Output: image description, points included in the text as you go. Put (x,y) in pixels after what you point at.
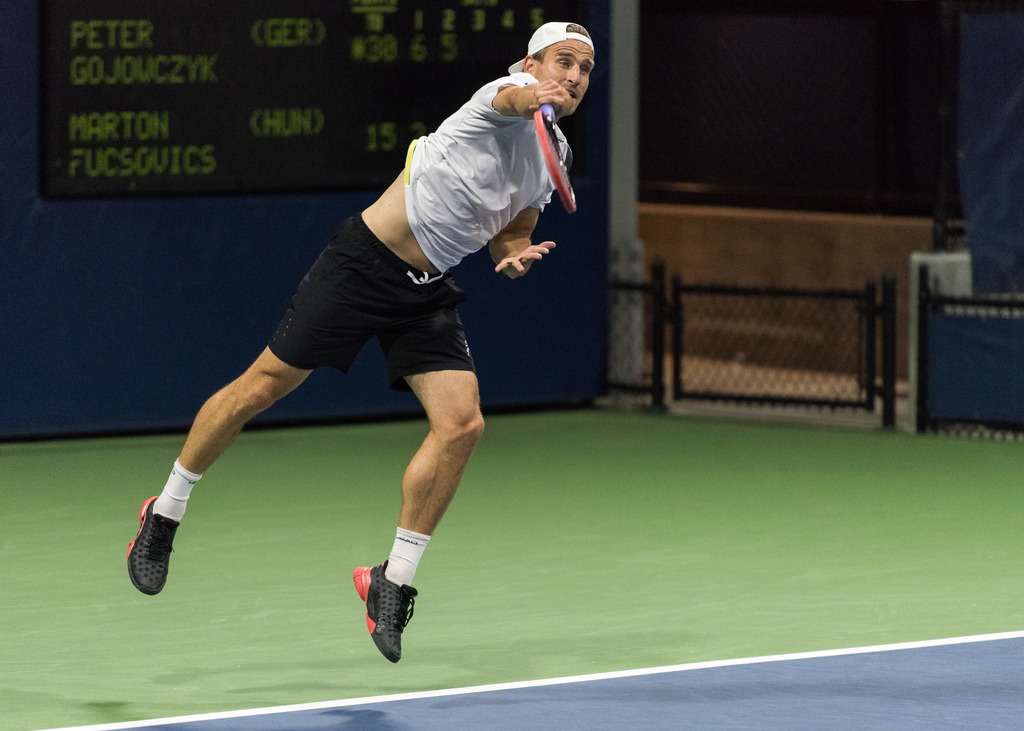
Here is a man (441,302) jumping and playing tennis, holding the tennis racket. Here I can see the scoreboard (133,134) at the background (258,90). This looks like a small gate (786,335).
